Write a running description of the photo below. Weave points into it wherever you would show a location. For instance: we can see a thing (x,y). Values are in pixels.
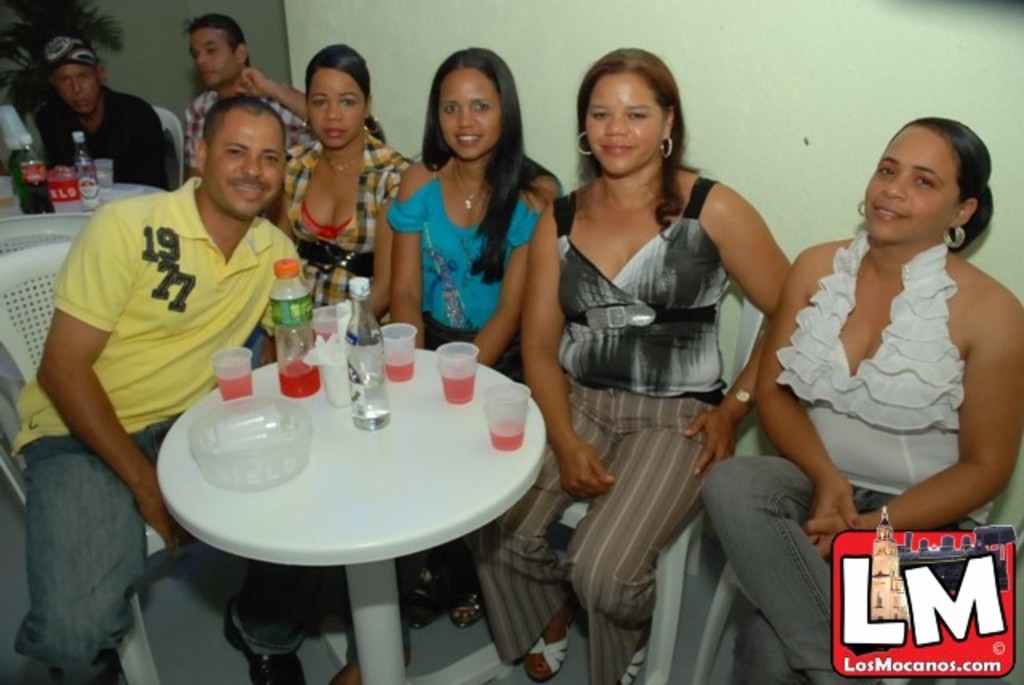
In this image I can see the group of people (422,249) sitting in front of the table (342,451). On the table (323,424) there are two bottles (283,368) and the glasses (458,385). At the back (109,43) there is a plant (33,44).
